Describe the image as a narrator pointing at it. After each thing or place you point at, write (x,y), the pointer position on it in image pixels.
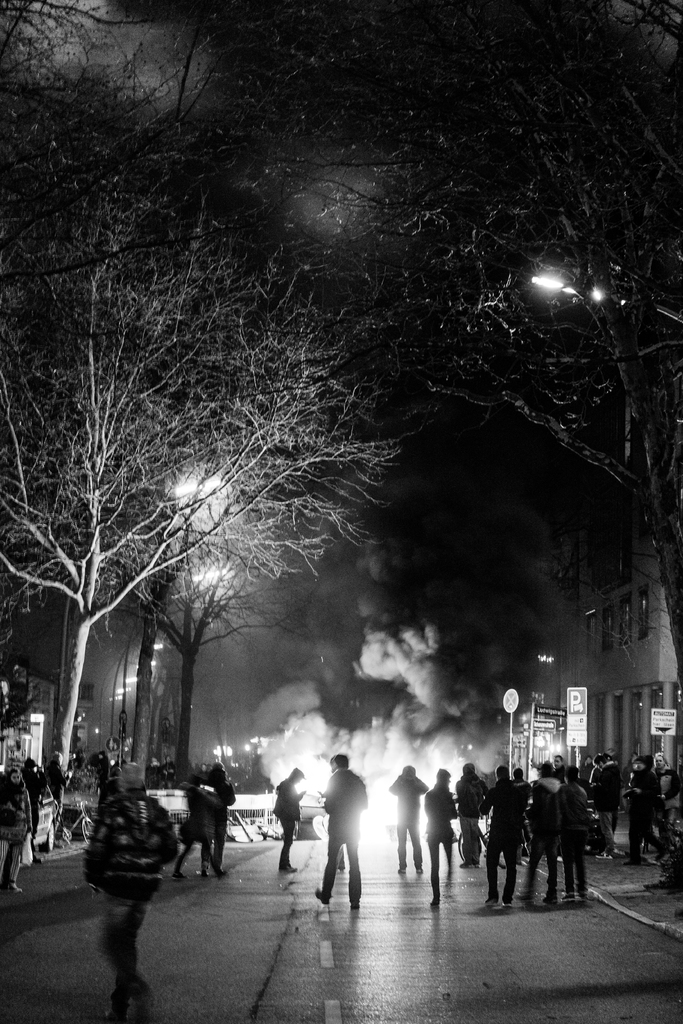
In this image we can see a few people (53,777) on the road (177,895), trees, building (576,683), there are sign boards (576,695), light poles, vehicles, also we can see the sky (517,583).
